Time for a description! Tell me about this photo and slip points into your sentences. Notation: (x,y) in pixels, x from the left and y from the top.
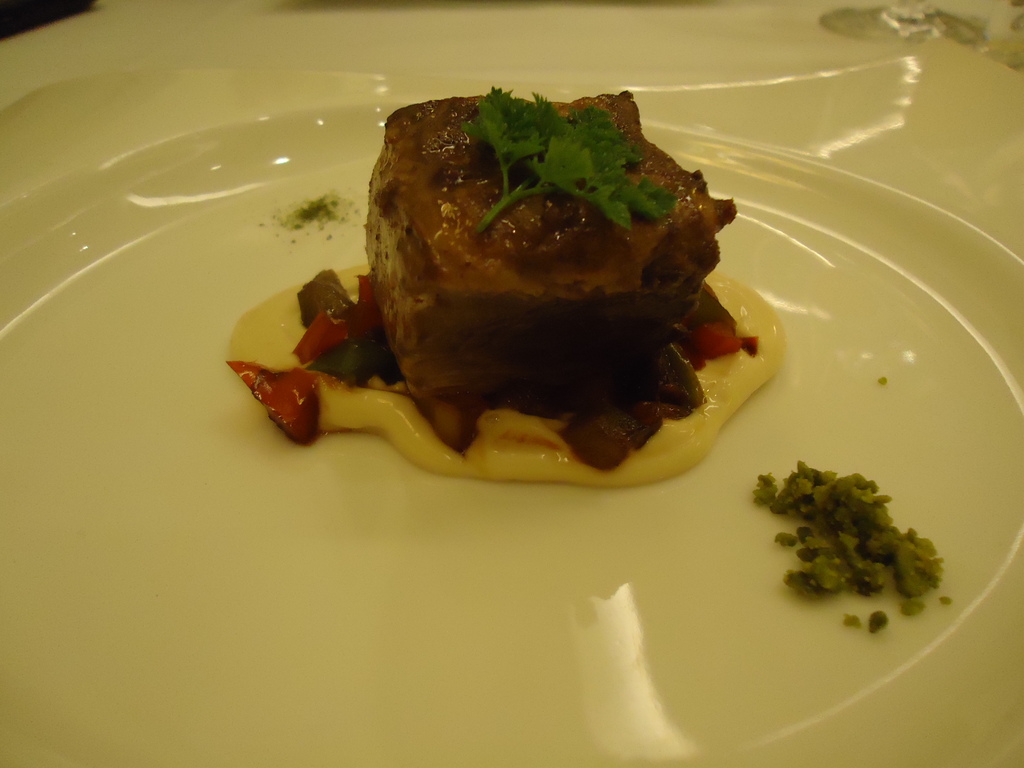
In this picture I can see a food item (567,390) on the plate (190,460).
